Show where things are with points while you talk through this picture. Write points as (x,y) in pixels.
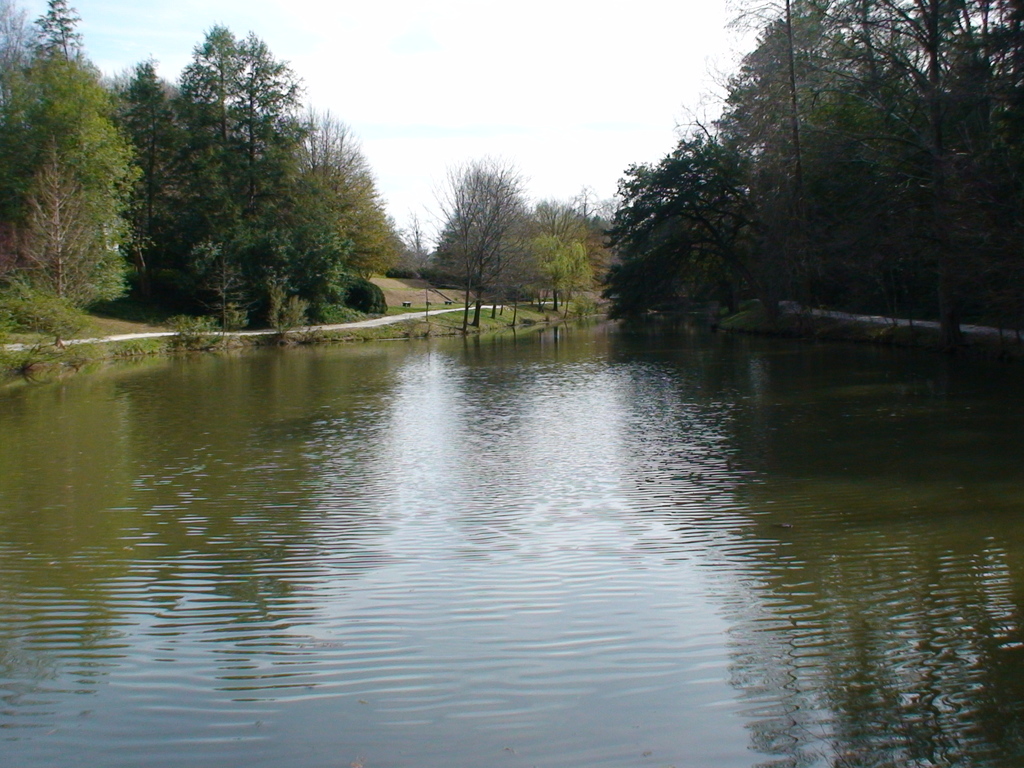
In this image we can see some trees (579,259) and grass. In the background of the image (529,141) there is the sky (630,86). At the bottom of the image (421,597) there is water (579,592). On the water (492,663) we can see some reflections (466,605).
